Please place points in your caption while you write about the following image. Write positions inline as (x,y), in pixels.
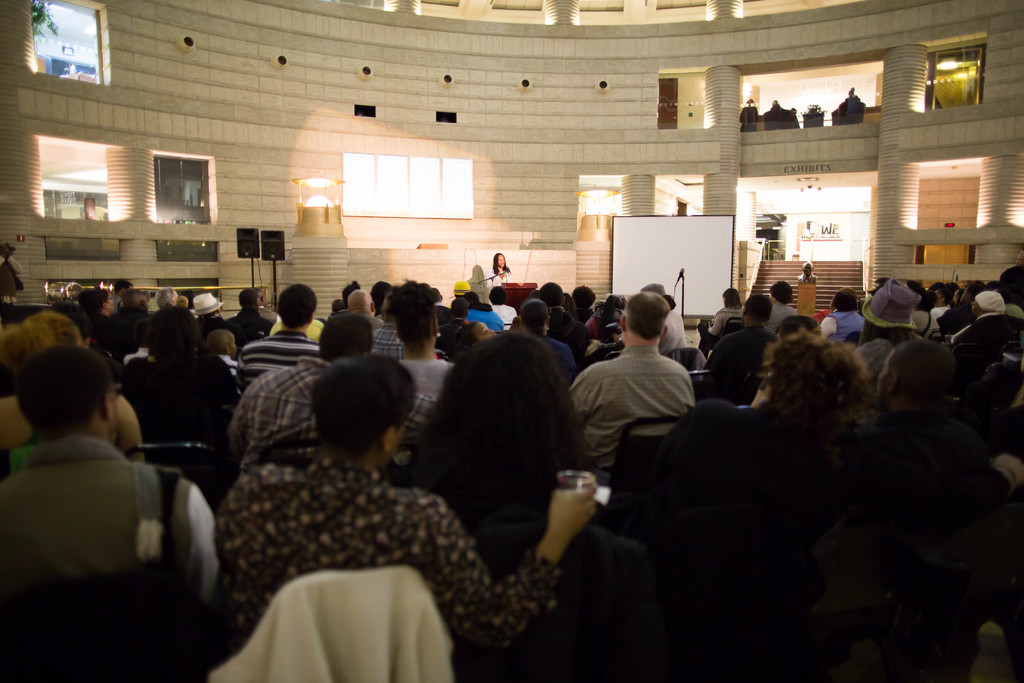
This image consists of many people (598,451). It looks like a conference hall (442,170). In the front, there is a woman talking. Beside her there is a screen (656,254). In the background (602,76), there is a wall (602,76) along with pillars (878,191).
